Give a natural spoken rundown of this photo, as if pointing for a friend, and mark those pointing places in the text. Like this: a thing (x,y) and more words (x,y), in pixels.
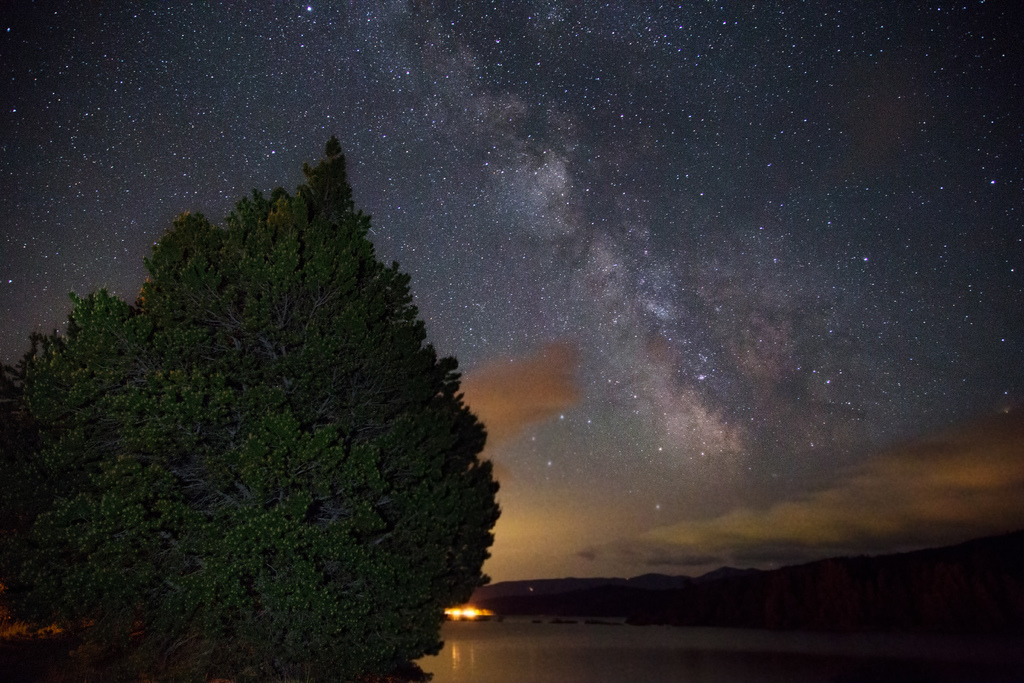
This image is taken during night time. On the left (214,346) we can see a tree (360,490) and on the right (829,560) there are hills (873,589) and at the top (542,123) there is sky (762,79) with full of stars (482,132) and at the bottom (572,650) there is river (562,658).
